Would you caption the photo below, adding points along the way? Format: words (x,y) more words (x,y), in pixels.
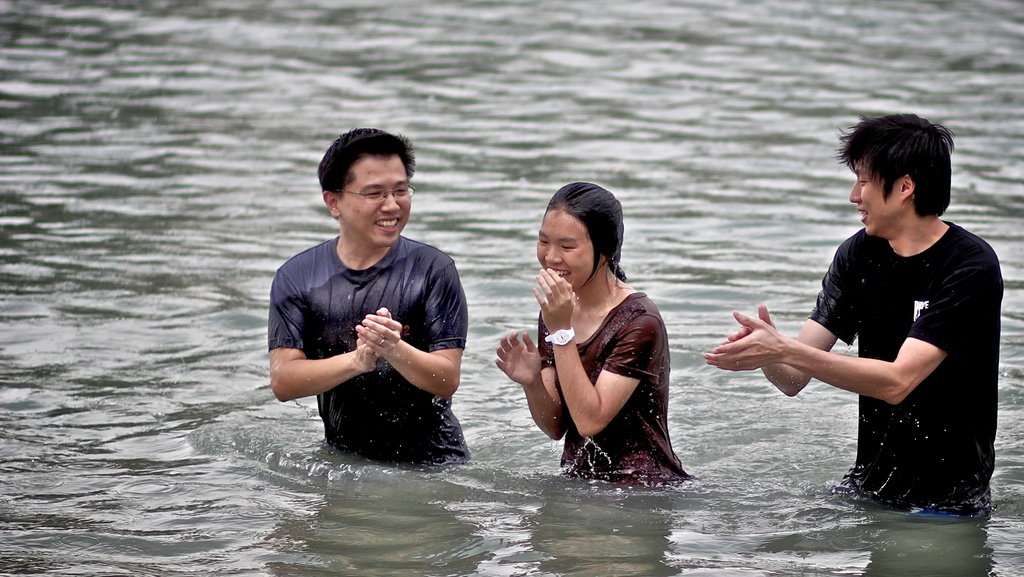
In this image we can see three persons (591,337) standing in the water (752,273).
